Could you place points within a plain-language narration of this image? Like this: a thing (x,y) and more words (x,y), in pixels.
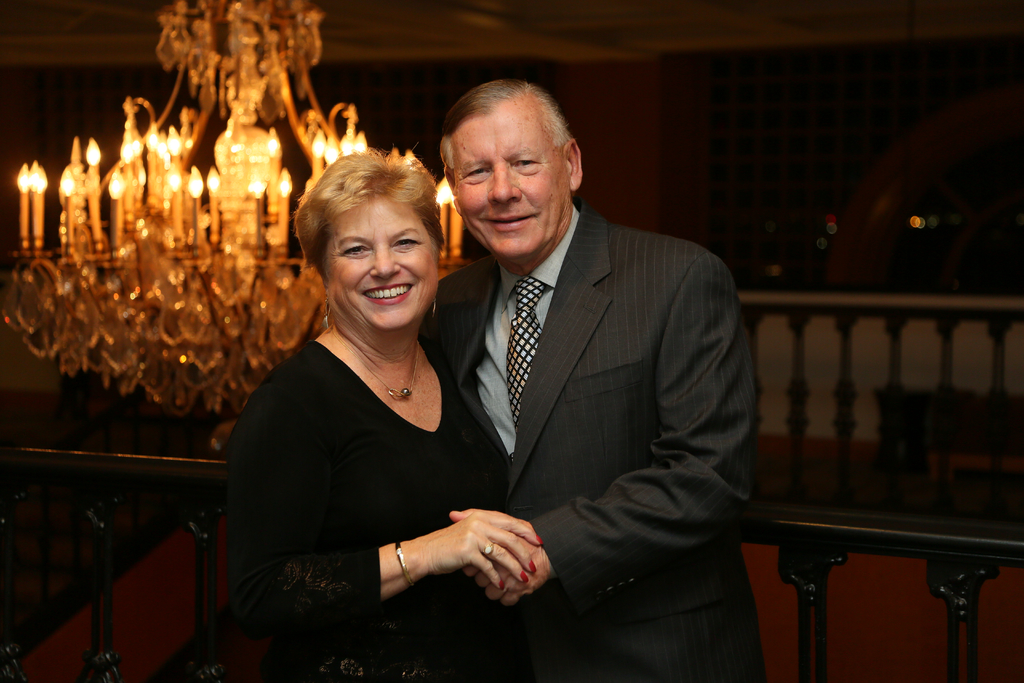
In this picture we can see a man (474,336) and woman (400,321), they both are smiling, behind them we can see a chandelier light (230,169).
